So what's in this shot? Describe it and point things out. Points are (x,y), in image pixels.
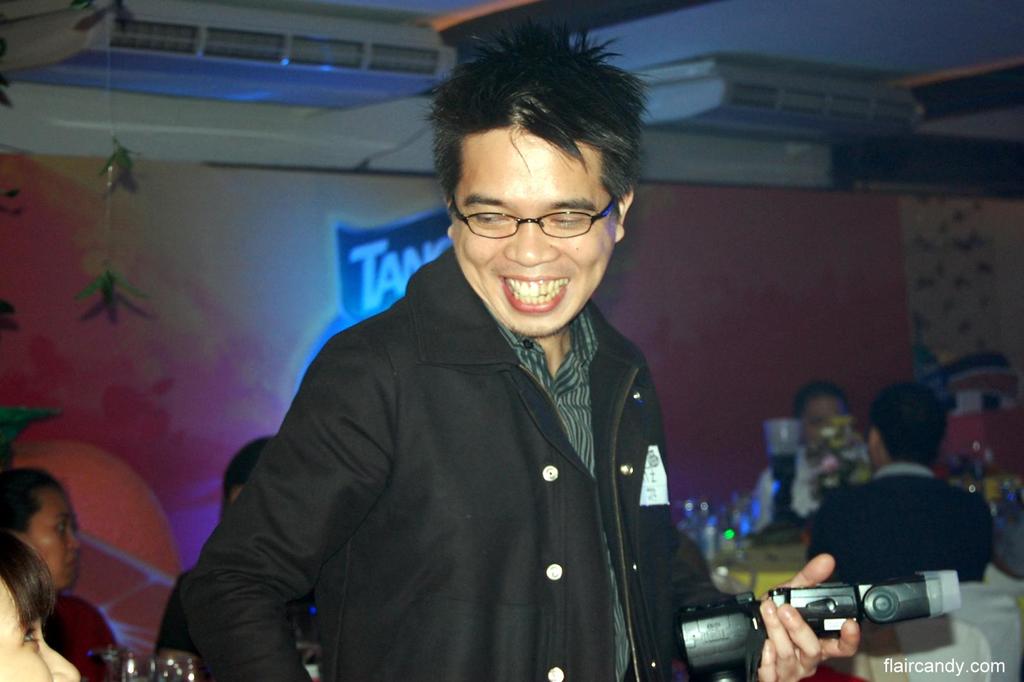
In this image we can see a man (629,643) holding a camera (715,630) with his hand (788,620) and he is smiling. He wore spectacles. Here we can see people (875,535), table (779,536), glasses (169,679), and some objects (719,535). In the background (838,381) we can see wall (266,314) and ceiling (697,46).
